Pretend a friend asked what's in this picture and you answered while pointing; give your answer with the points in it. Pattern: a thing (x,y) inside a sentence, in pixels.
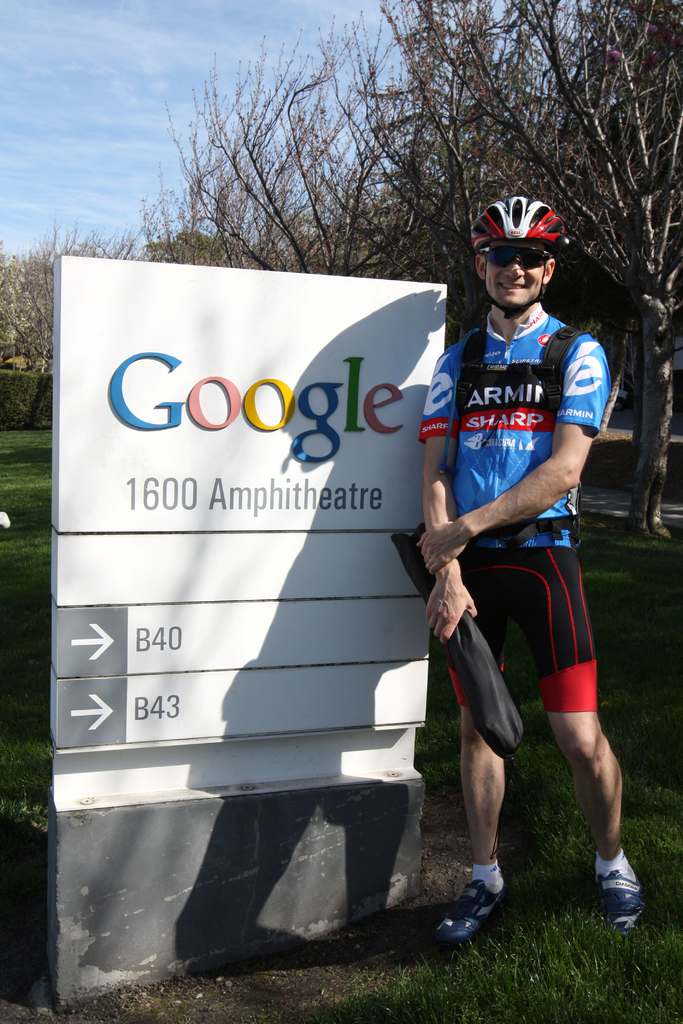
In this image we can see a man (454,683) standing on the ground (537,849) holding an object (502,681). We can also see some grass (542,742) and a board (86,524) containing some text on it. On the backside (139,169) we can see a group of trees (670,422) and the sky (156,214) which looks cloudy.
